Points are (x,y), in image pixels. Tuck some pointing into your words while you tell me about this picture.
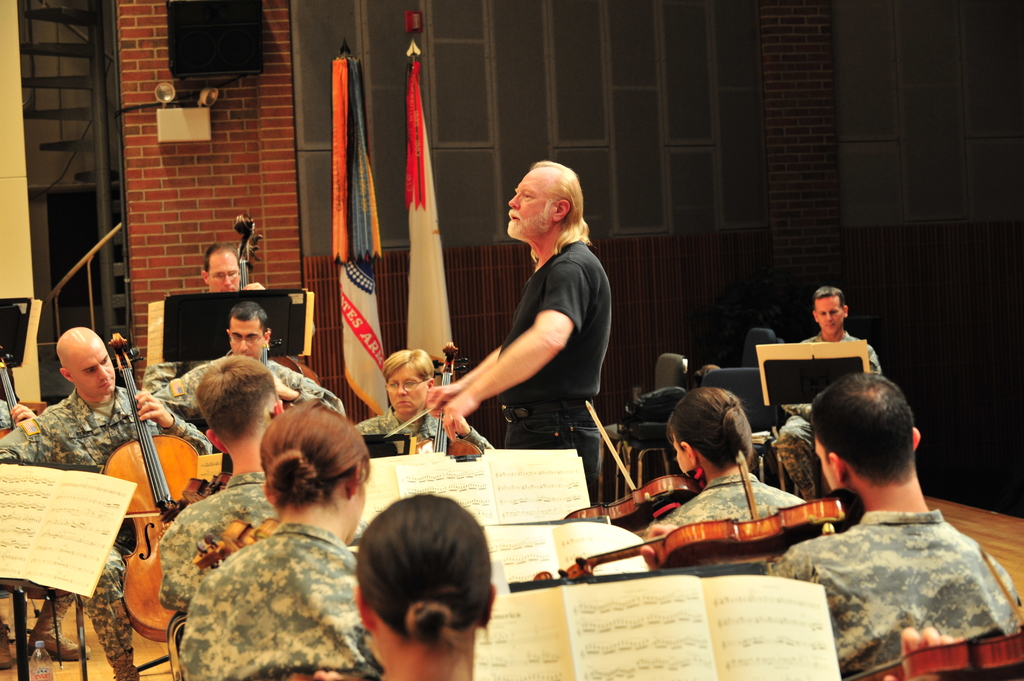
In this image, there are group of people (778,572) sitting on the chair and playing violins (198,491) and cellos (180,442). In the middle (580,421), a person (505,418) is standing and guiding others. The background wall (489,217) is grey and brown in color. In the middle (357,361), two flags (354,169) are kept. This image is taken inside a hall (147,260).
